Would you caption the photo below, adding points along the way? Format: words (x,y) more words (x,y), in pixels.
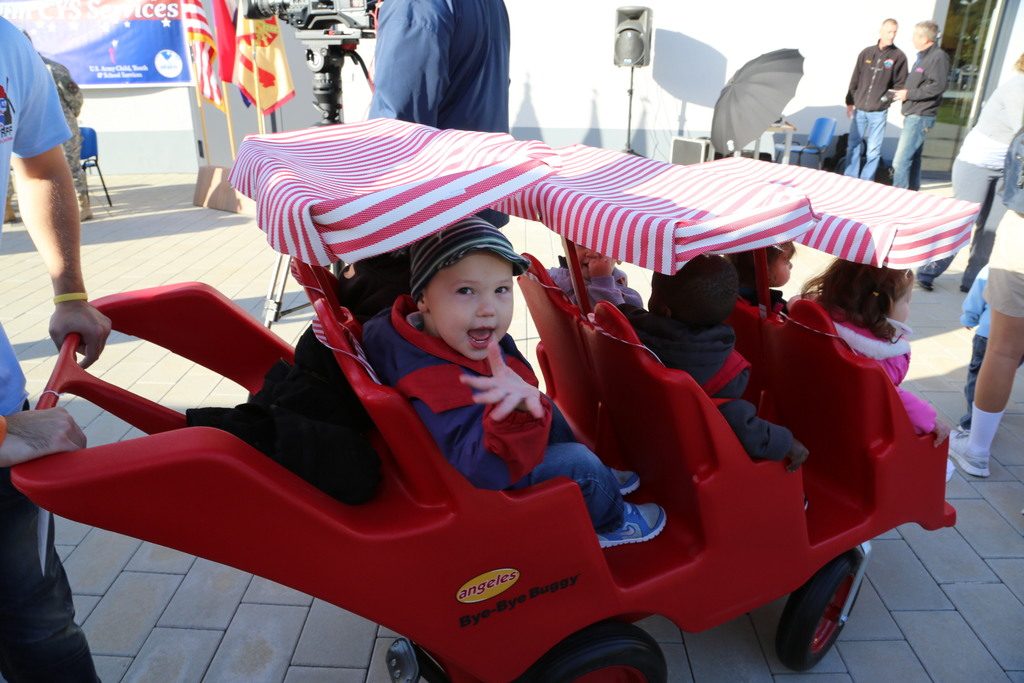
As we can see in the image there is a vehicle (520,493), banner (176,6), white color wall (638,100), flags (241,57), few people (876,88) here and there, sound box (640,33), chair (824,139) and an umbrella (761,116).
